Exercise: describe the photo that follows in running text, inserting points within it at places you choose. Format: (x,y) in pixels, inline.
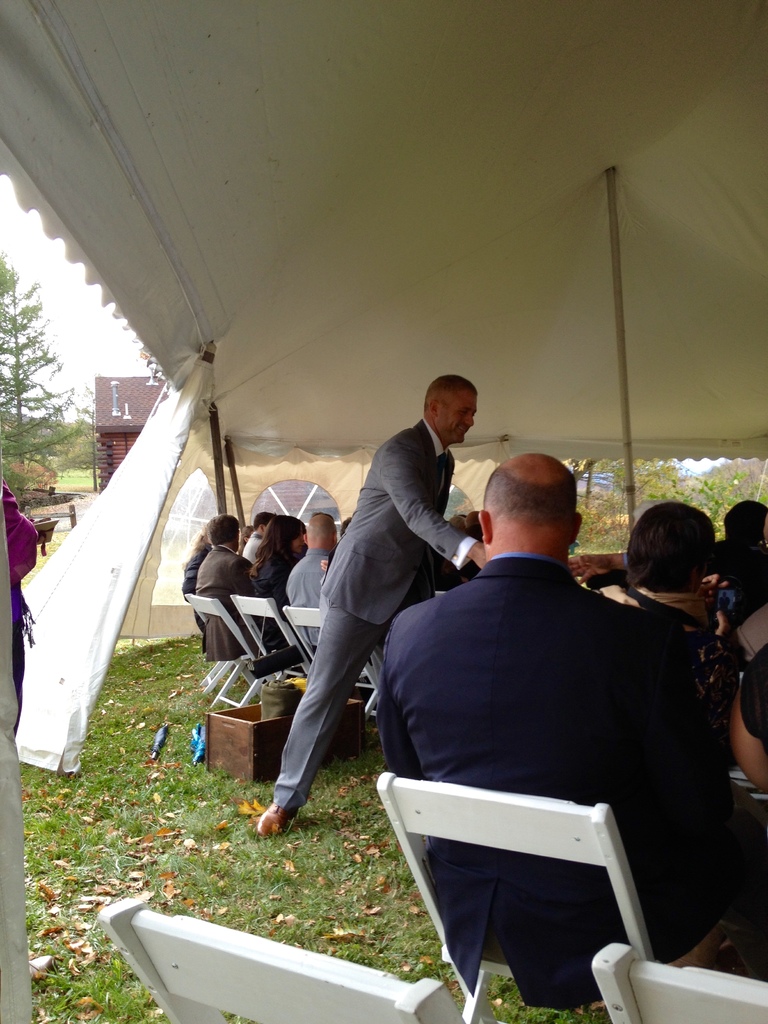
This picture is taken outside the city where the persons (387,616) are sitting and standing. The person (415,492) in the center (371,589) is standing and is having smile on his face (443,422). On the top (381,119) there is a white colour tent (512,156). In the background (51,373) there are trees (74,448), house (111,425) and a sky (92,328). On the floor (96,864) there are dry leaves (136,839) and a grass (240,878).
